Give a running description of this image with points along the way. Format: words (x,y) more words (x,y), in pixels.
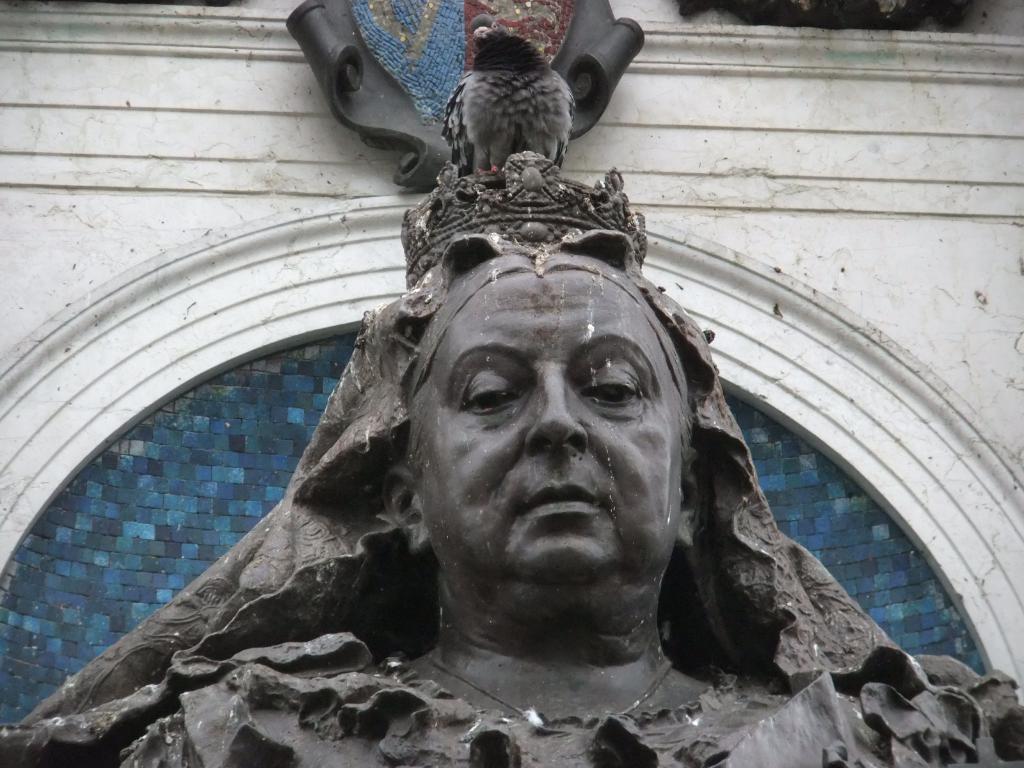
In this image we can see a pigeon (512,110) standing on the statue (453,306) and a wall (827,273) in the background (687,212).
